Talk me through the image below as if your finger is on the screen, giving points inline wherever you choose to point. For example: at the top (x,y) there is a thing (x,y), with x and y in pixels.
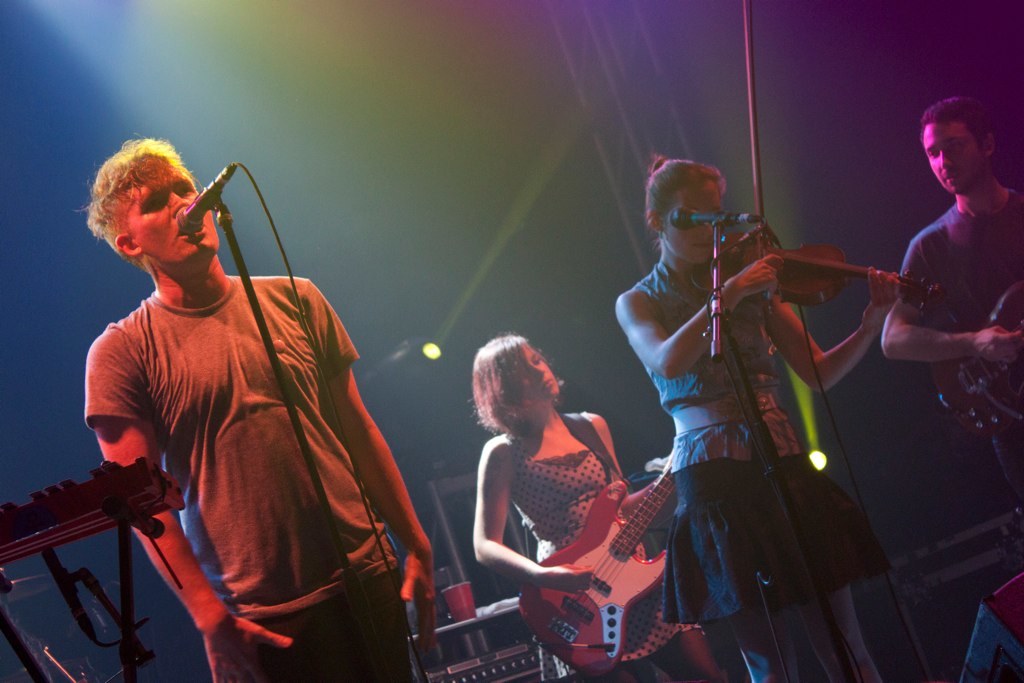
In this image we can see this person (209,506) is standing and singing through the mic (182,231). This lady (699,299) is playing violin (796,257) and this people (503,556) are playing guitar (1005,402). In the background (552,285) we can see set (635,102) and show lights (425,352).
